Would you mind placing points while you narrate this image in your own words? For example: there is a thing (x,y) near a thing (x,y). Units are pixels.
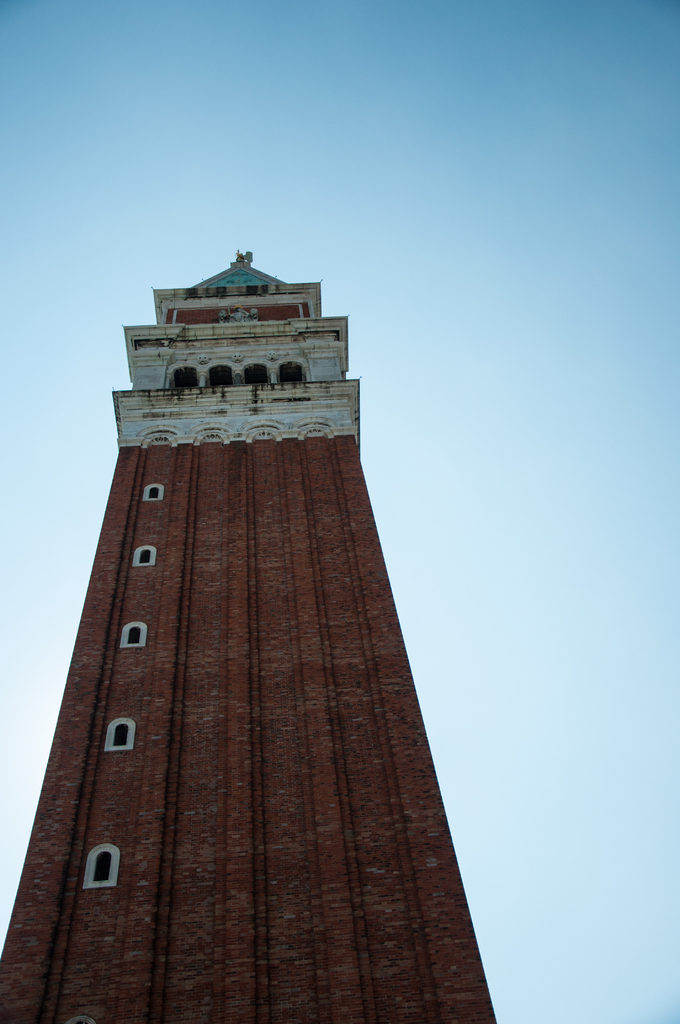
In this image there is a tower (163,574) in the center (239,545).
